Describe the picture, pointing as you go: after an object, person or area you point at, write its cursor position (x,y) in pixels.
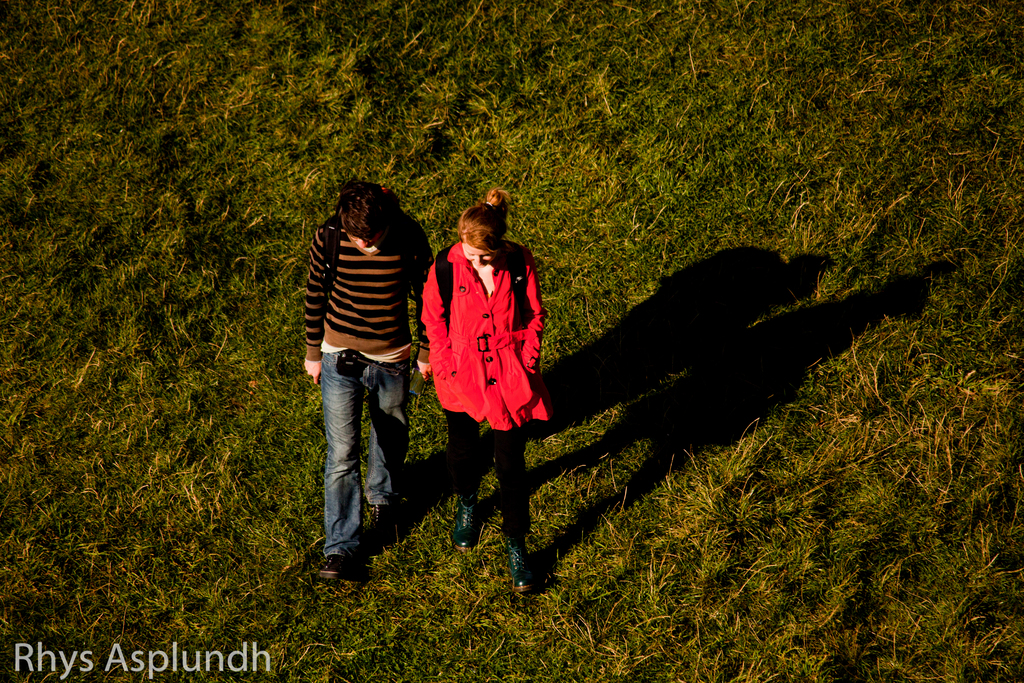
This image consists of two persons (499,415). At the bottom (402,642), there is green grass (549,187) on the ground (917,368). And we can see the shadow (622,377) on the ground (712,418). Both are wearing backpacks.
